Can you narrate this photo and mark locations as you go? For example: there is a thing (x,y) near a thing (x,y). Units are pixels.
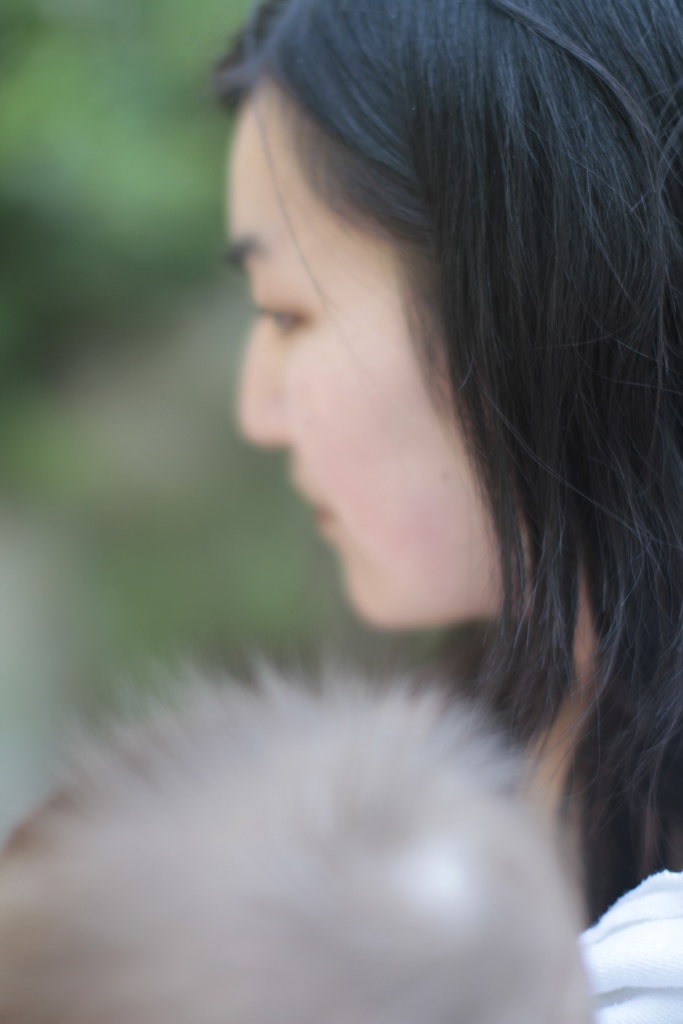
In this image we can see the face (365,391) of a girl (415,323) in the middle (363,424). At the bottom (342,817) there is hair (301,869). In the background (141,128) it is blur.
